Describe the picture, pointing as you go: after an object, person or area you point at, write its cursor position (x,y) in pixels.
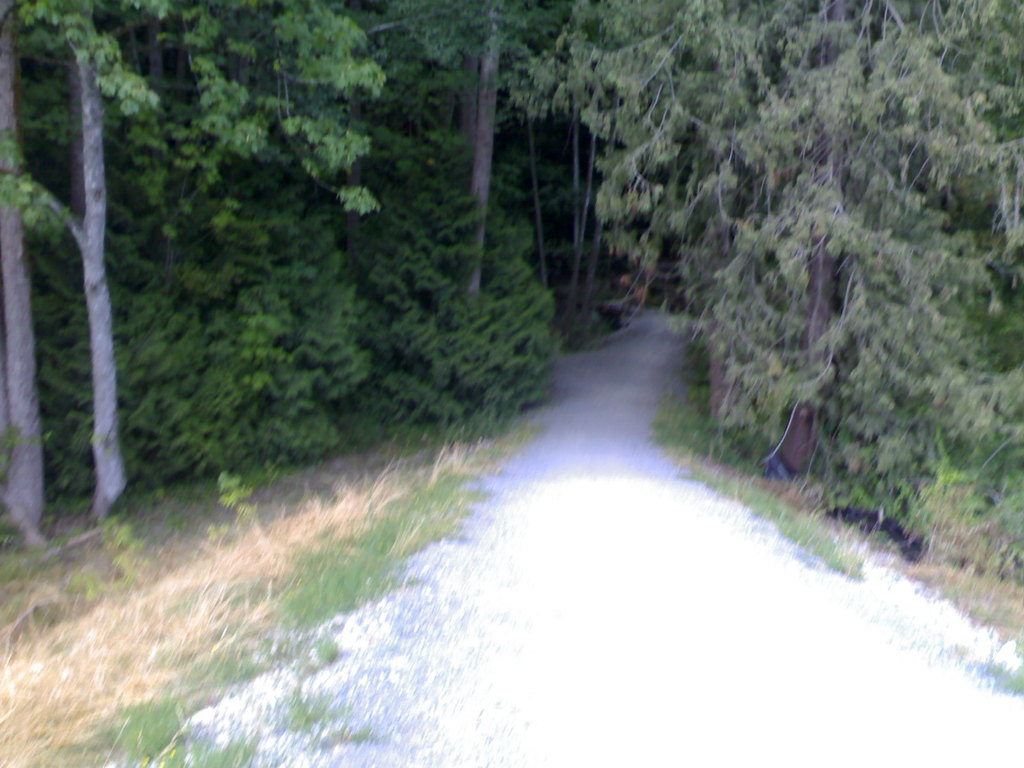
In this image there is a path (619,461). On the right (730,264) and left side of the path (597,419) there are trees (301,294).
